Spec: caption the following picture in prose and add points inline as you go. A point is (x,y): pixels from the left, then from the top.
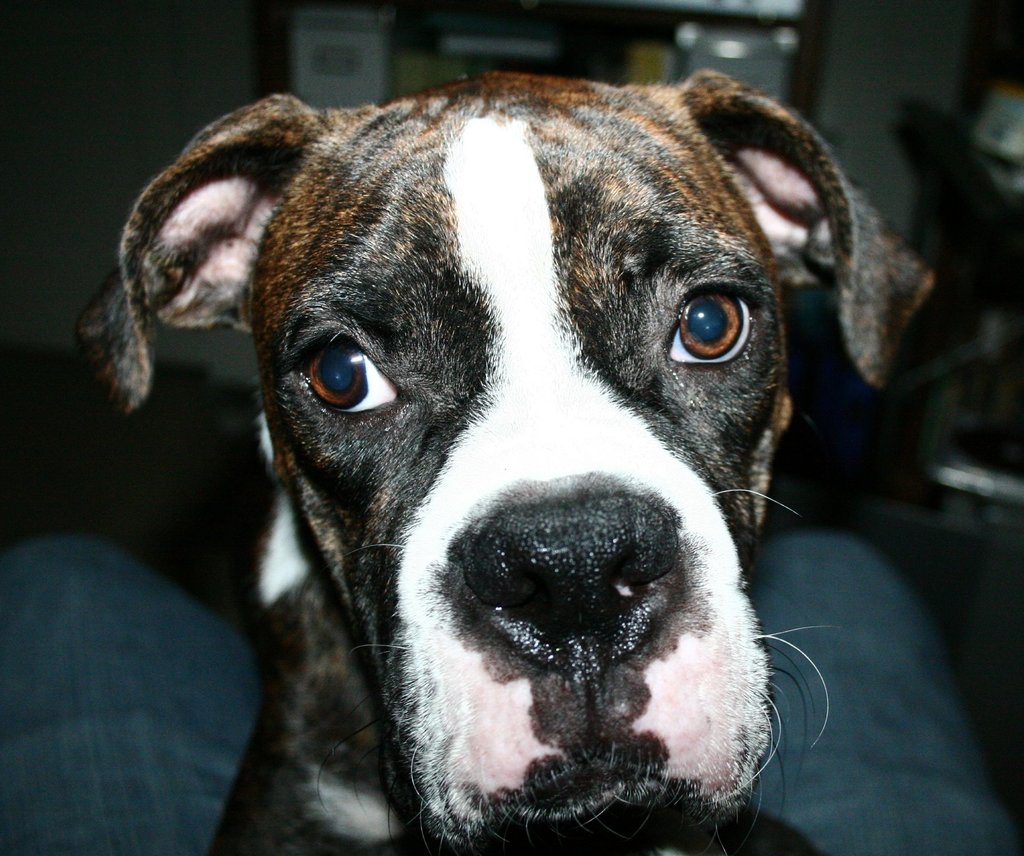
There is a black and white dog (473,391). In the background (254,68) it is blurred.
